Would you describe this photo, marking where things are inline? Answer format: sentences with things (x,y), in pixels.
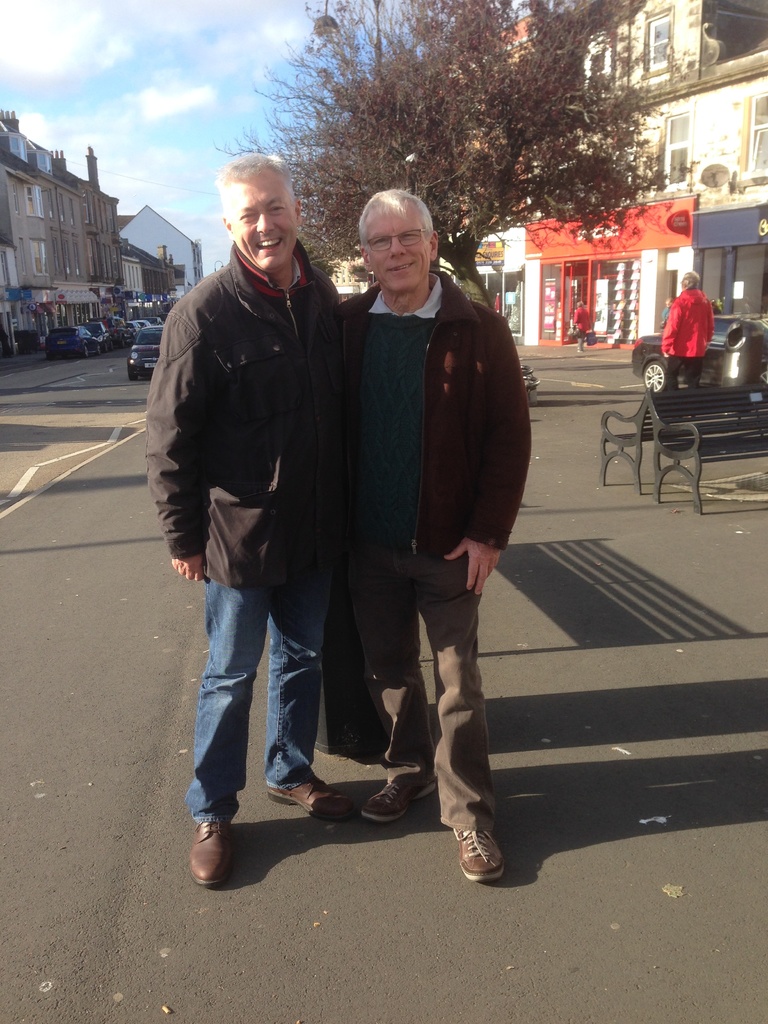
In the image there are two old men (323,278) in jackets (267,460) standing on the road (714,722), on either side of it there are buildings (701,159) with trees (572,172) and vehicles (73,354) in front of it.
